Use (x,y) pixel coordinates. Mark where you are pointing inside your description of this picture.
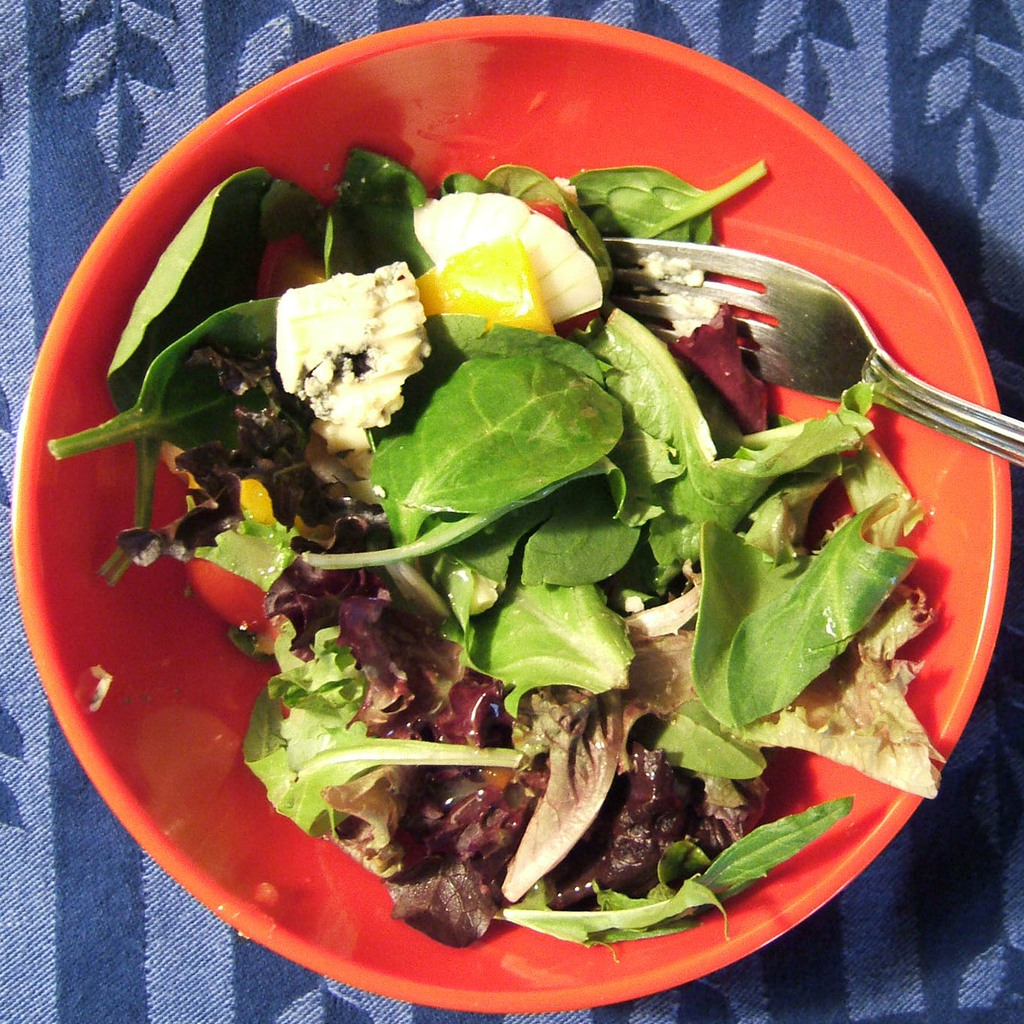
In this image, we can see food (391,524) and a fork (844,370) in the bowl (363,547) and in the background (780,42), there is a cloth (961,189) on the table (115,941).
